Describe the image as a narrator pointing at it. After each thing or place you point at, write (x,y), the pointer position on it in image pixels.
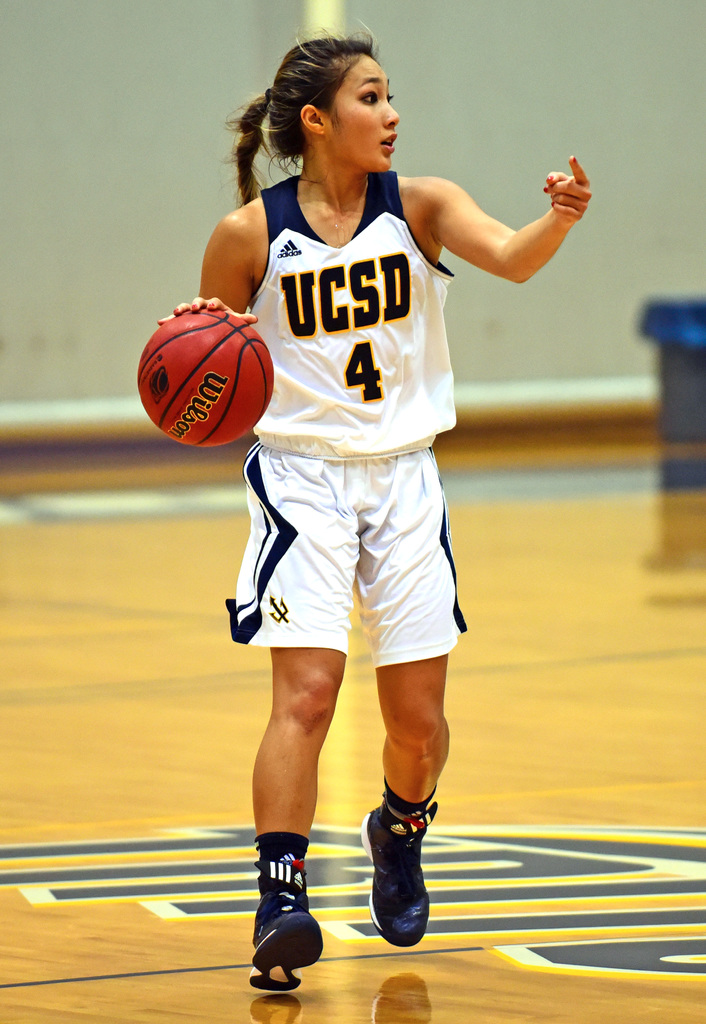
Here we can see a woman (302,214) standing on the floor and holding a ball (206,379) in her hands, and at back (104,107) here is the wall (190,77).
